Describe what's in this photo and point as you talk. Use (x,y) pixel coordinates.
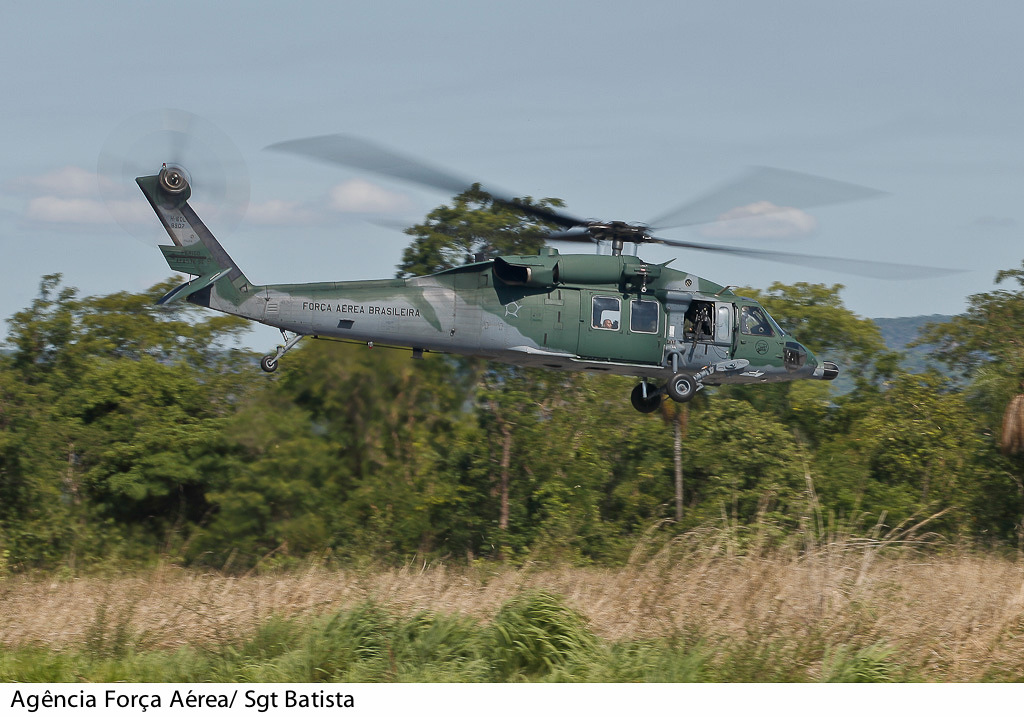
In this image we can see an aircraft (451,338) in the air (777,272). Behind the aircraft (342,336) we can see a group of trees (496,392) and plants (17,651). At the top (604,100) we can see the sky (531,98). In the bottom left (287,695) we can see some text (266,692).
